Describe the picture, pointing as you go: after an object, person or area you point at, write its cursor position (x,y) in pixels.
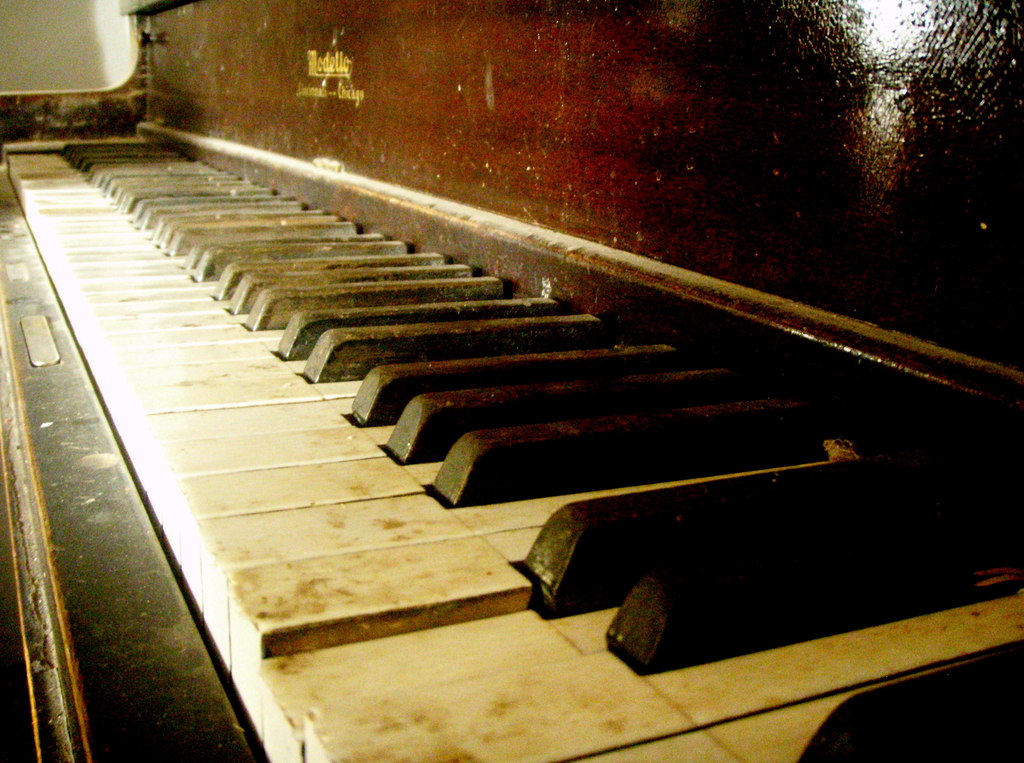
In this picture there is a piano (458,425).
